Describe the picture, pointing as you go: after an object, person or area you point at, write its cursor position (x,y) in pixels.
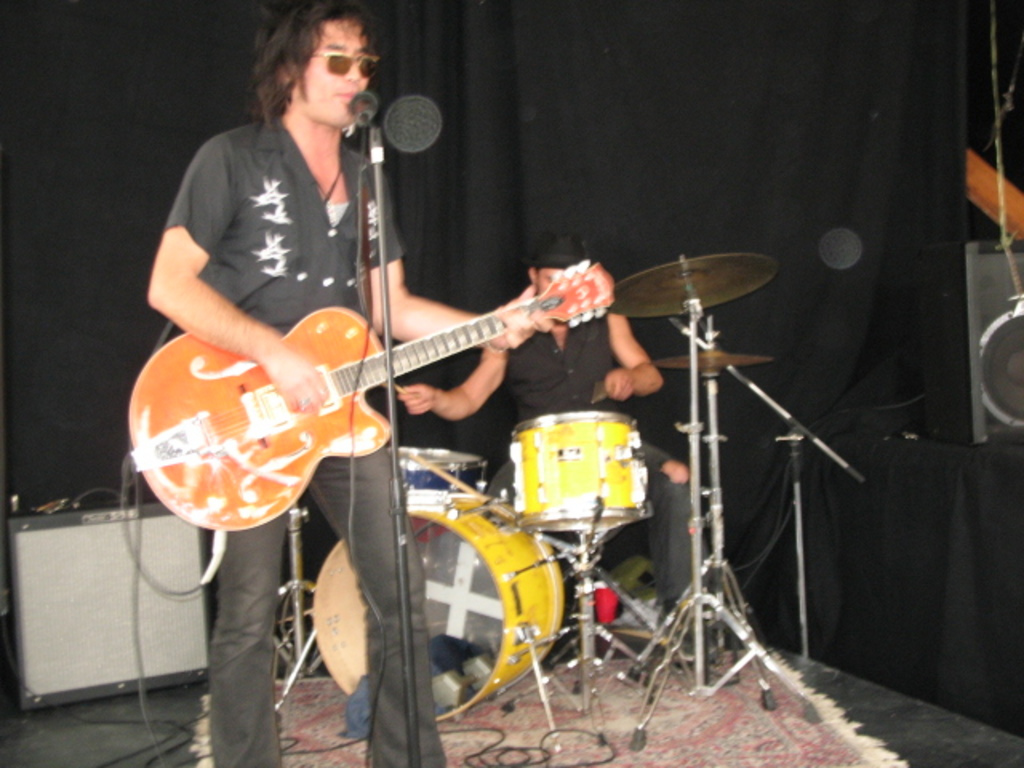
This picture shows a man (305,93) standing on the carpet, on the floor (300,708), holding a guitar (327,385) and playing it. He is wearing spectacles (330,60). There is a microphone (363,114) in front of him. In the background (556,383) there is another guy (518,391) playing drums (502,553) and black curtain (591,147) here.
